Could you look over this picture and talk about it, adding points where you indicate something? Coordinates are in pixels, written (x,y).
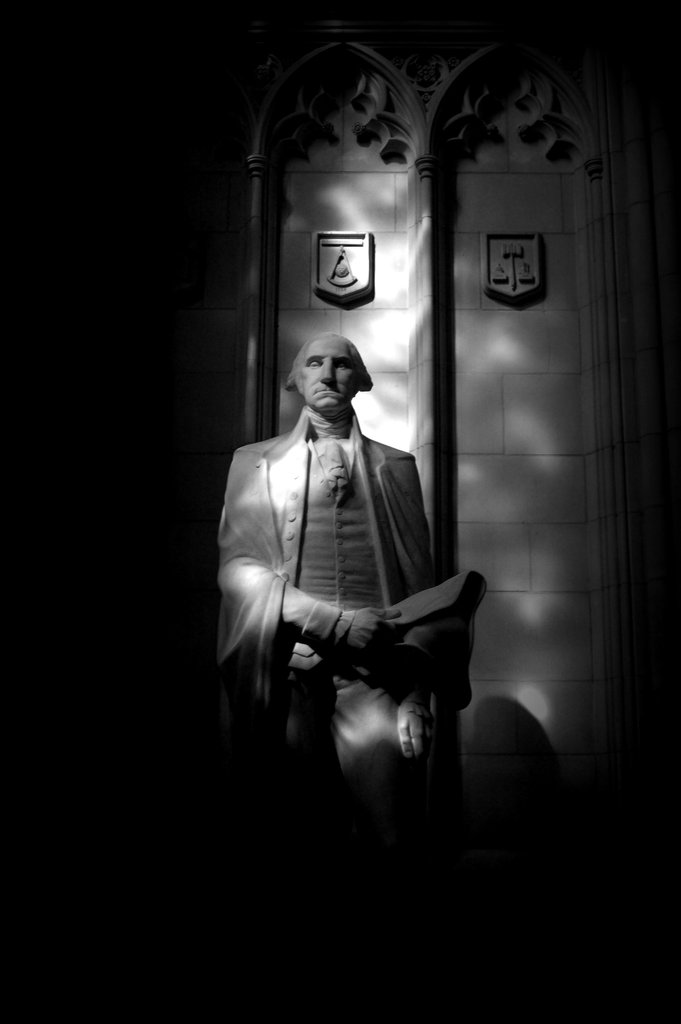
In this black and white image, we can see a statue (354,758) in front of the wall (398,369).
